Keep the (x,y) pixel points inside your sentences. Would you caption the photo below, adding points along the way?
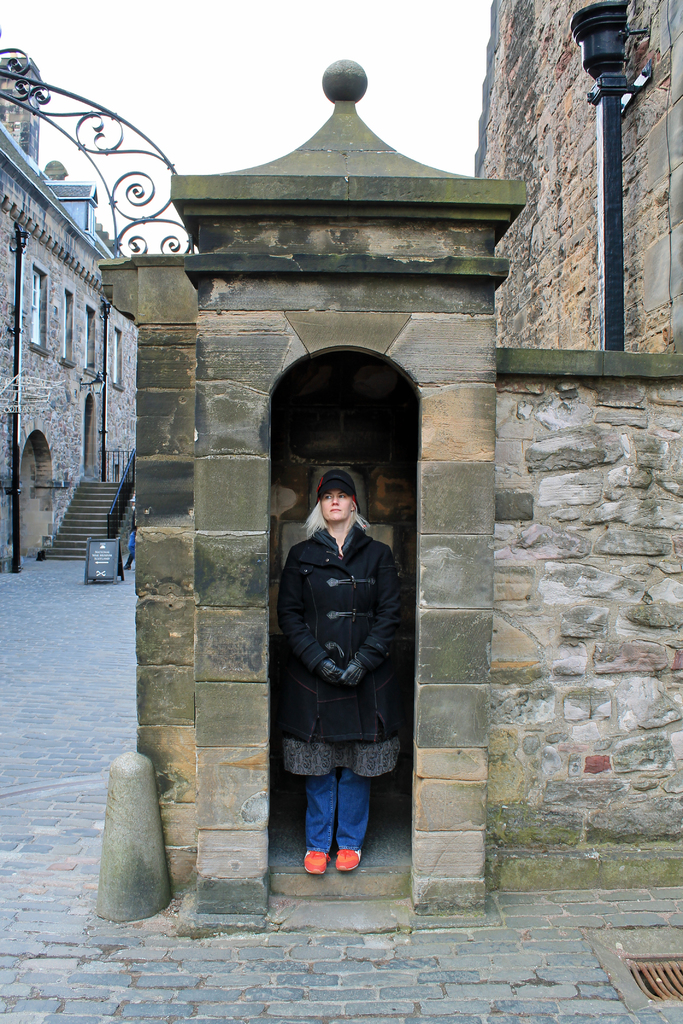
In this image we can see a woman (347,582) wearing a black dress (353,531) and a cap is standing inside an arch (423,357) of a building (198,816). In the background (91,496), we can see a staircase (81,485) and a building (91,365) with windows (89,313) and a sign board (103,566) placed on the ground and the sky (212,76).
